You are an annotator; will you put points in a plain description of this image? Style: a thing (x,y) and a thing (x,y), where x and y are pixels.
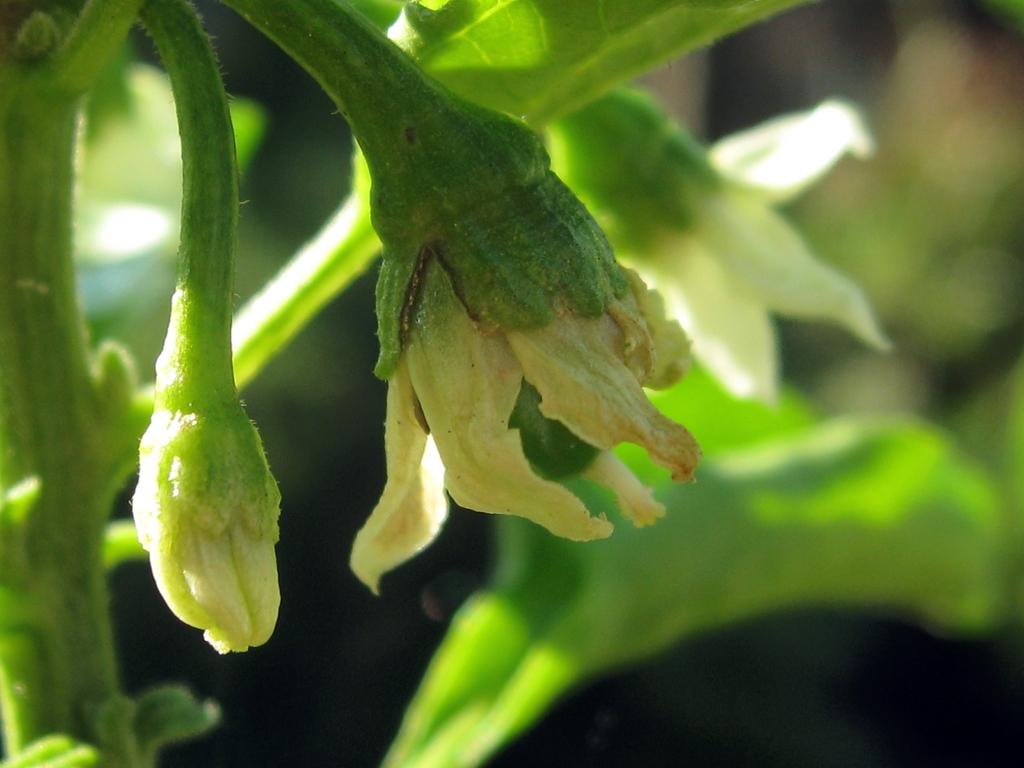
In this image there are flowers (589,277) and leaves (122,208). The background (756,666) is blurry.
